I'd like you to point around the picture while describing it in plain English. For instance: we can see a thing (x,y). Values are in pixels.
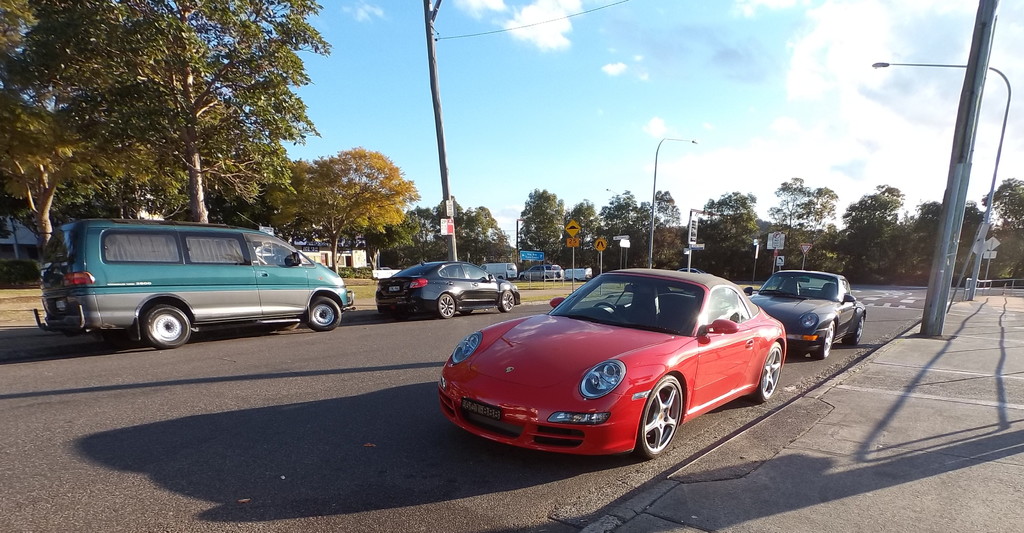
In the image we can see there are many vehicles (609,327) on the road (206,435). There is a road (258,447), footpath (1004,413), electric pole (436,78), light pole (875,65), trees (590,216), grass (369,292), buildings (363,251), board (573,233) and a cloudy sky (566,51). These are the headlights (465,349) and number plate (484,406) of the vehicle (475,411).
